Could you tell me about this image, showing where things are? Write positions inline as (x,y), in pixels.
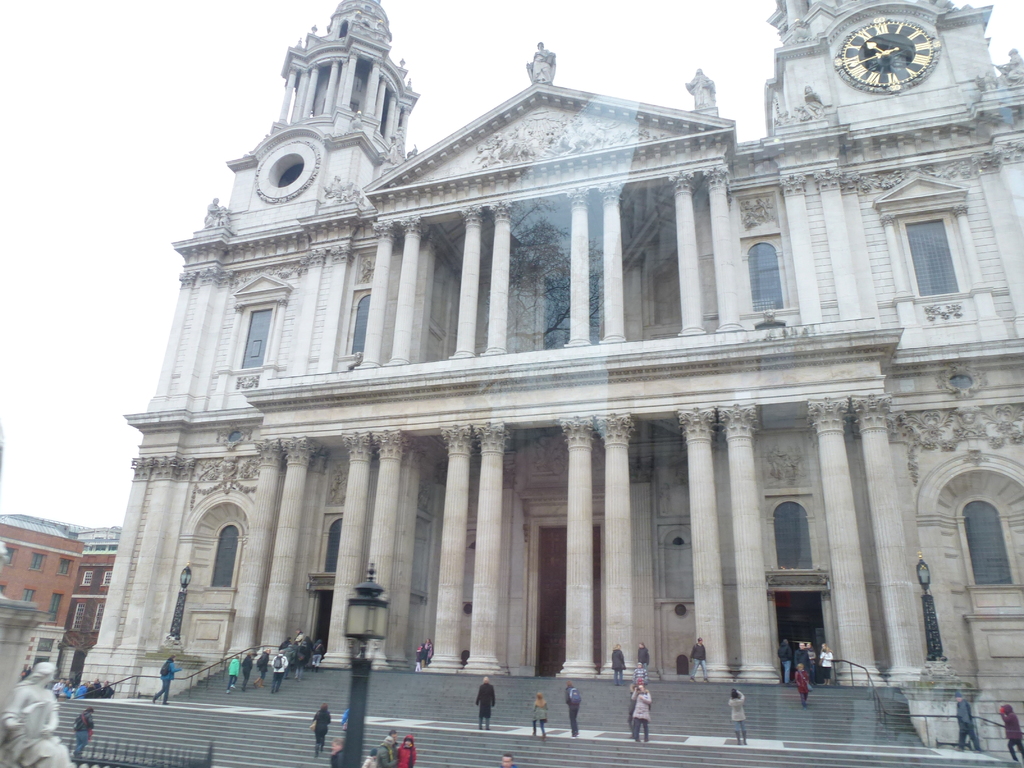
This picture describes about group of people (274,664), few people (80,686) are seated, few are standing and few are walking, beside to them we can see few poles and lights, in the background (281,622) we can find few buildings (311,547), in front of the building (141,625) we can see a statue (54,719).
